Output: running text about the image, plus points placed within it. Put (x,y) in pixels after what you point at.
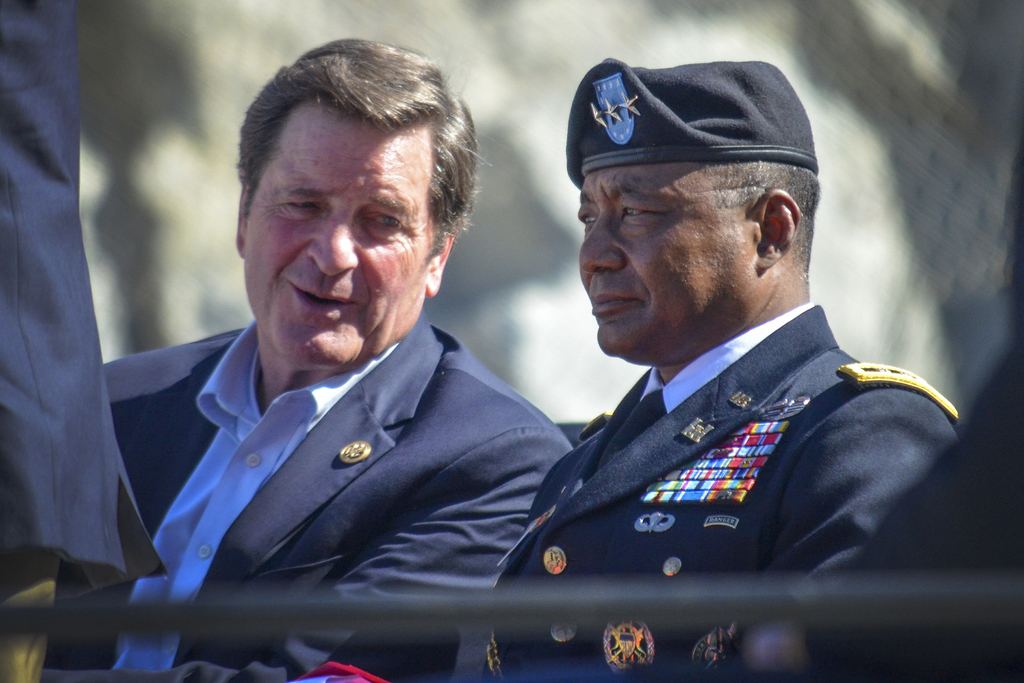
In this image there are two persons (804,266) with the blazers (417,676), a person (682,84) with a hat (682,84), and there is blur background (999,161).
